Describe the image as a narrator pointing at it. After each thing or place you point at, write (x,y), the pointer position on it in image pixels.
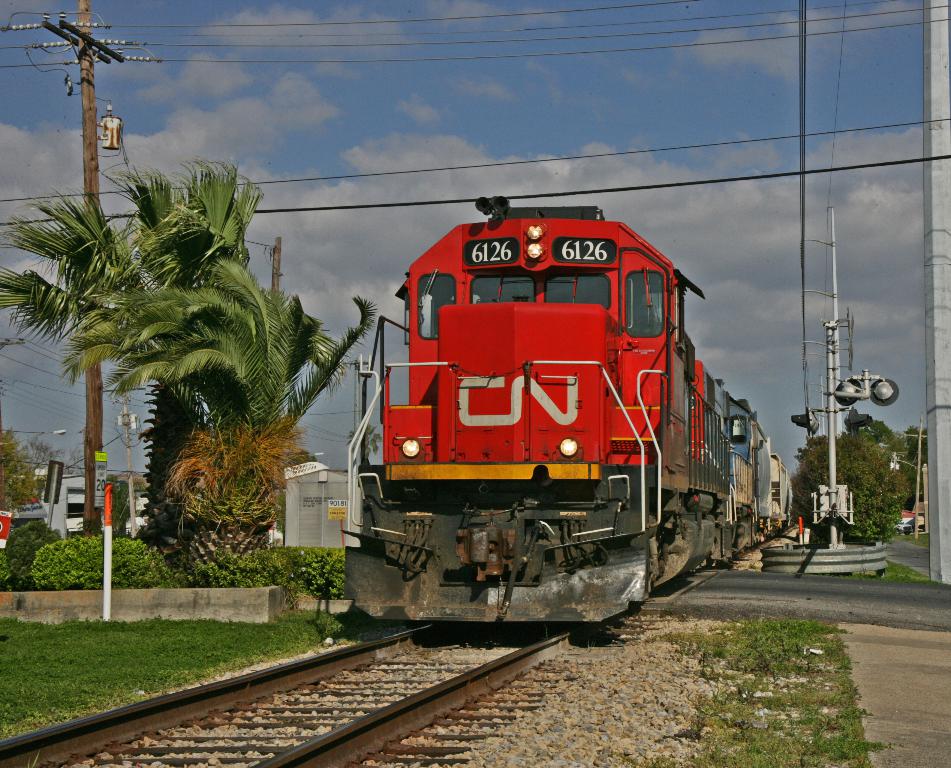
In this image there is a train (495,534) on the railway track (190,707), trees (898,494), plants (54,574), grass (827,703), poles (935,124), and in the background (214,107) there is sky (329,58).
